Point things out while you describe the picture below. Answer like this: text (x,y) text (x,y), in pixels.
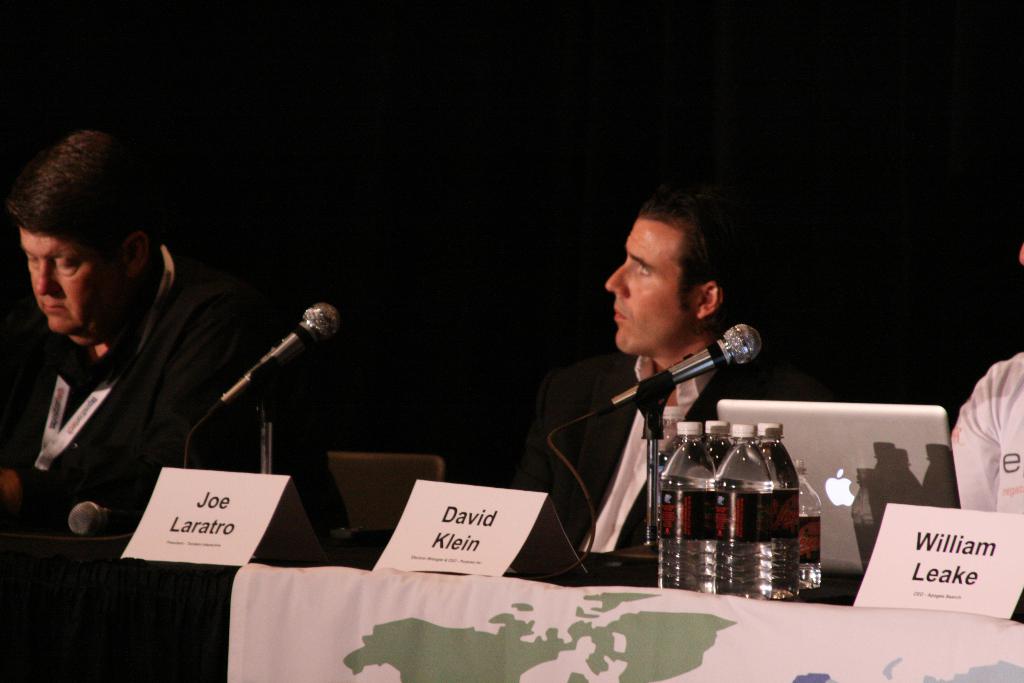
In this image I see 3 persons (39,221) and all of them are sitting in front of a table (132,608). On the table (338,640) I see 3 name boards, few bottles (671,498), a laptop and 3 mics (648,524).
